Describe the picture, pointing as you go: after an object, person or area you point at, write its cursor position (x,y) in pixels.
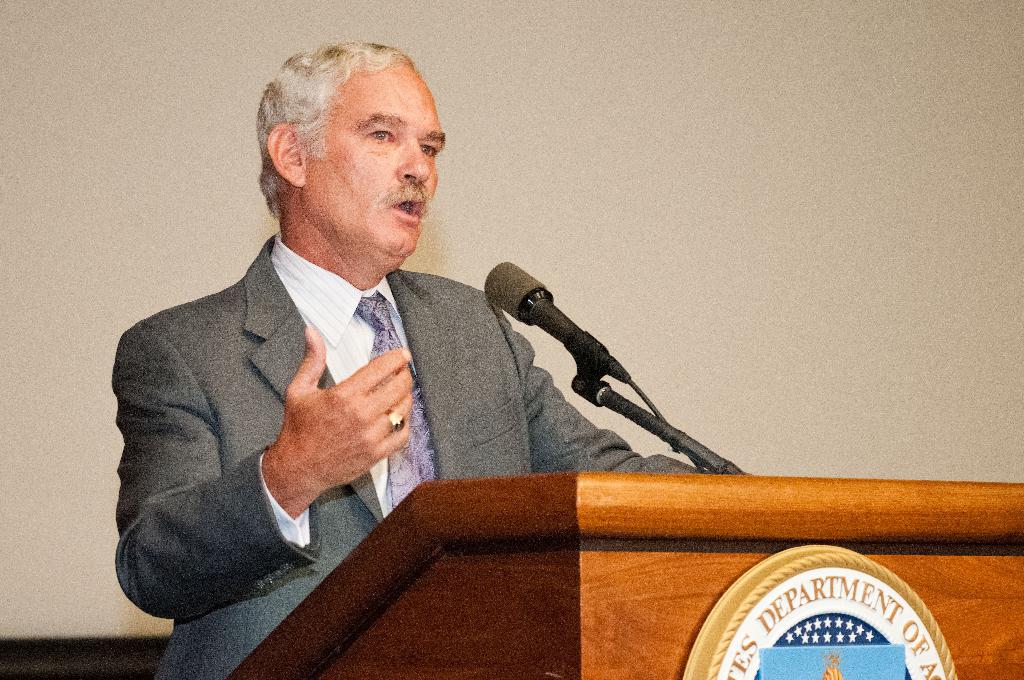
In this image I can see a man (268,402) and I can see he is wearing formal dress (450,350), I can also see a ring (390,418) in his finger (401,411). Here I can see brown color podium (684,567), a mic (690,448) and I can also see something is written over here.
